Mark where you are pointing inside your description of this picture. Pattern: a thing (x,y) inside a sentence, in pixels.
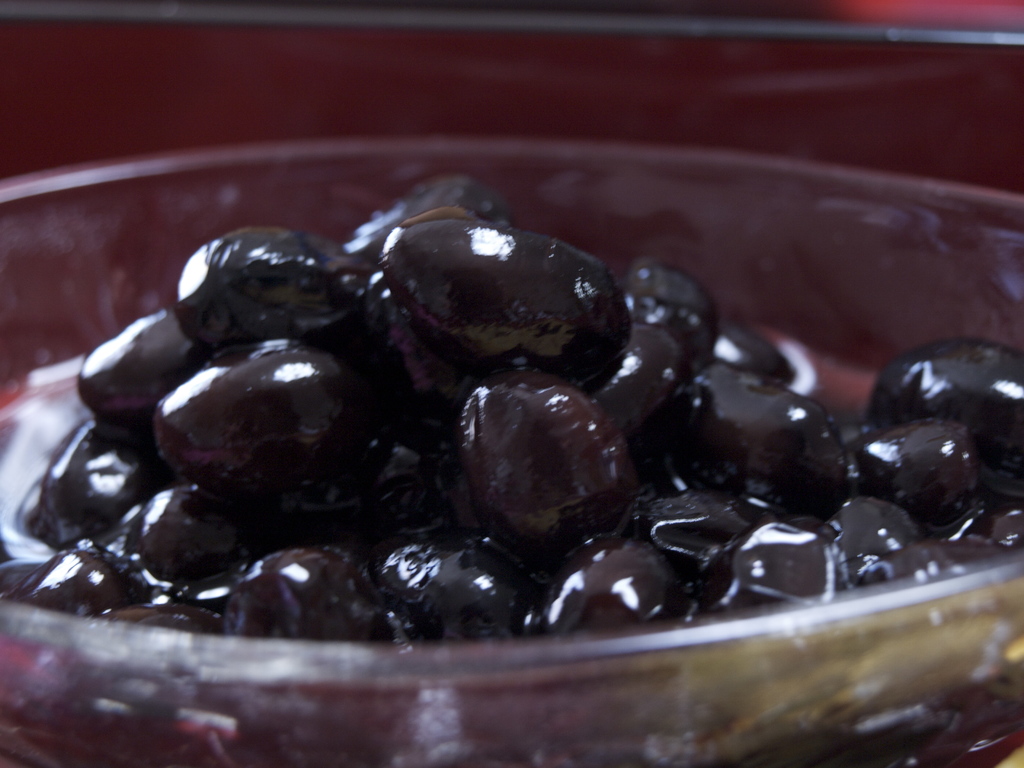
In this picture we can see black fruits (418,527) in a glass bowl (378,643).
